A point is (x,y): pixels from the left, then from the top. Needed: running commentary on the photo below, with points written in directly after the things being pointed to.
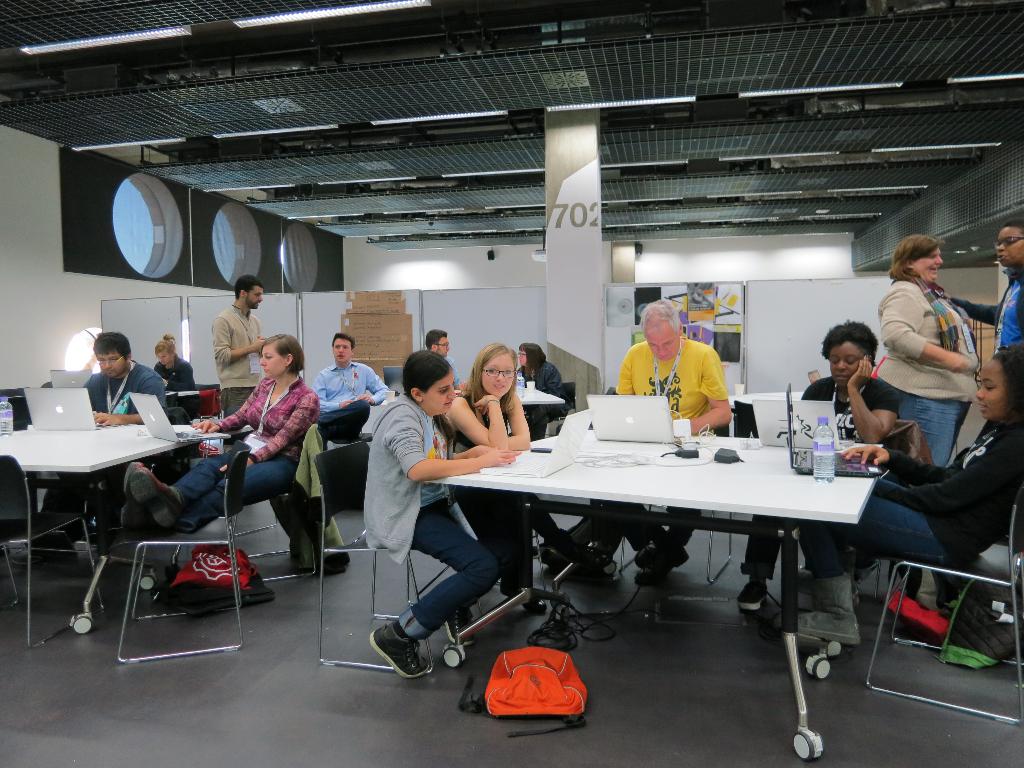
In this image there are group of people (404,496). There are laptops (639,435), bottles (822,453), wires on the table (781,502). At the bottom (522,693) there are bags (549,662) and wires (563,635), at the top (436,116) there are lights (307,17), at the right (920,334) there are two persons (933,329) talking and at the middle (578,282) there is a pillar (573,261).
